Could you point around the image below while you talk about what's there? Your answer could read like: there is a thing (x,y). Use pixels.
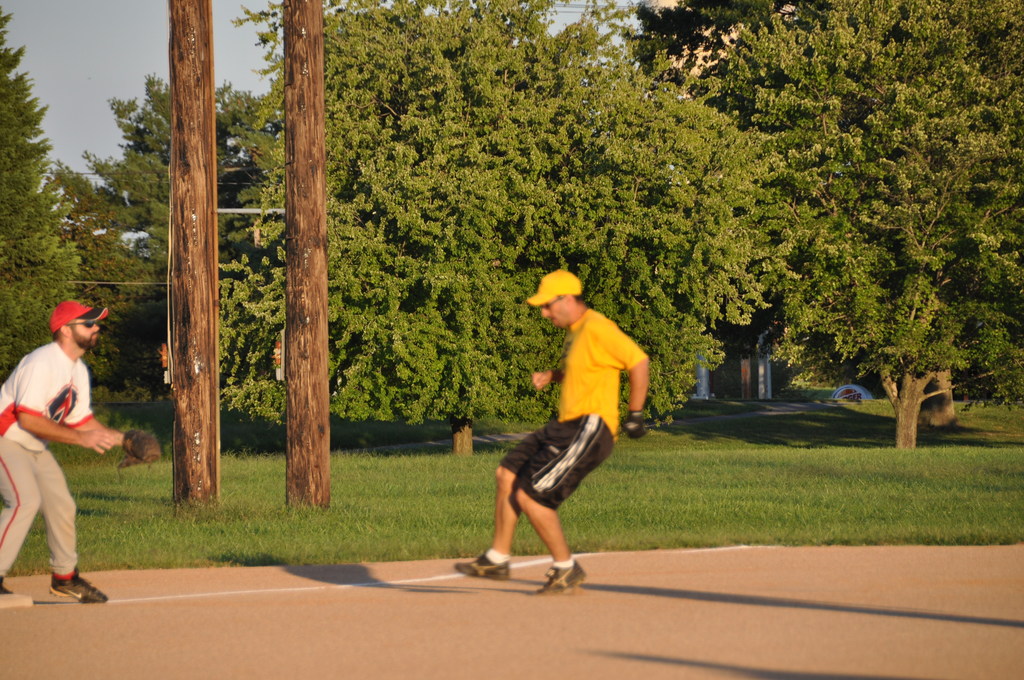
In the foreground (954,602), I can see two persons (71,360) on the field (607,559). In the background (380,522), I can see grass (443,429), poles (299,338), trees (377,338), houses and the sky (253,41). This image taken, maybe in a day.
